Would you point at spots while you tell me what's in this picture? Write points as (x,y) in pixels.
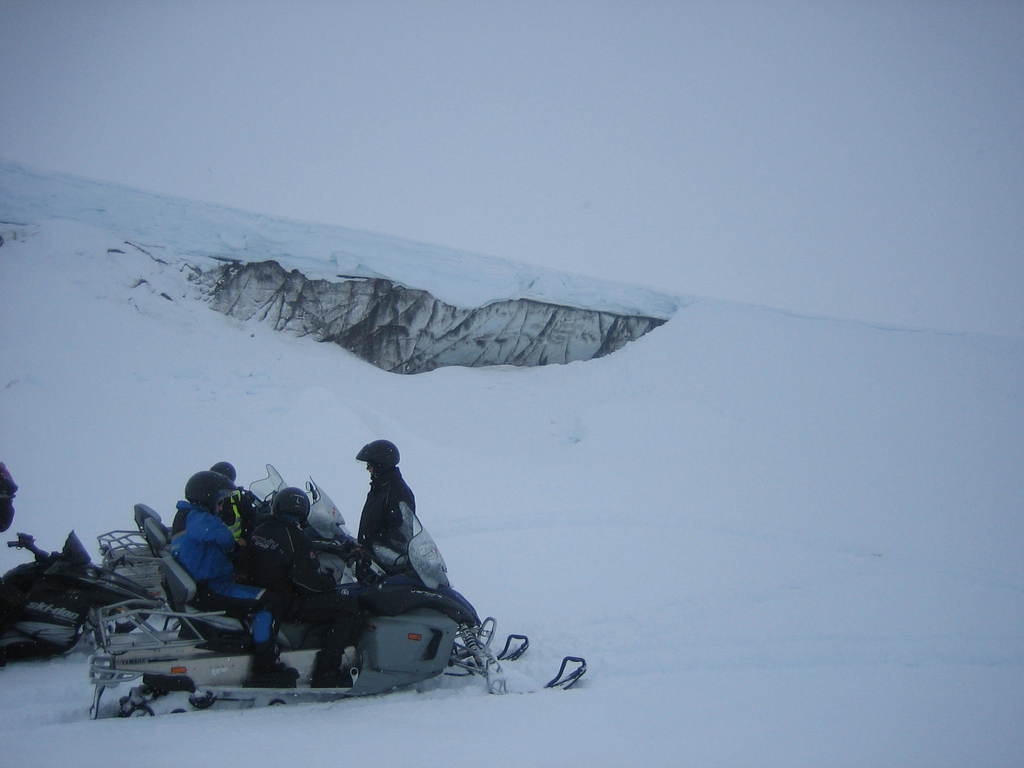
In this image we can see some persons (317,612) sitting on the vehicle (413,644) which is on the ice (423,477). We can also see a person (384,483) standing.
